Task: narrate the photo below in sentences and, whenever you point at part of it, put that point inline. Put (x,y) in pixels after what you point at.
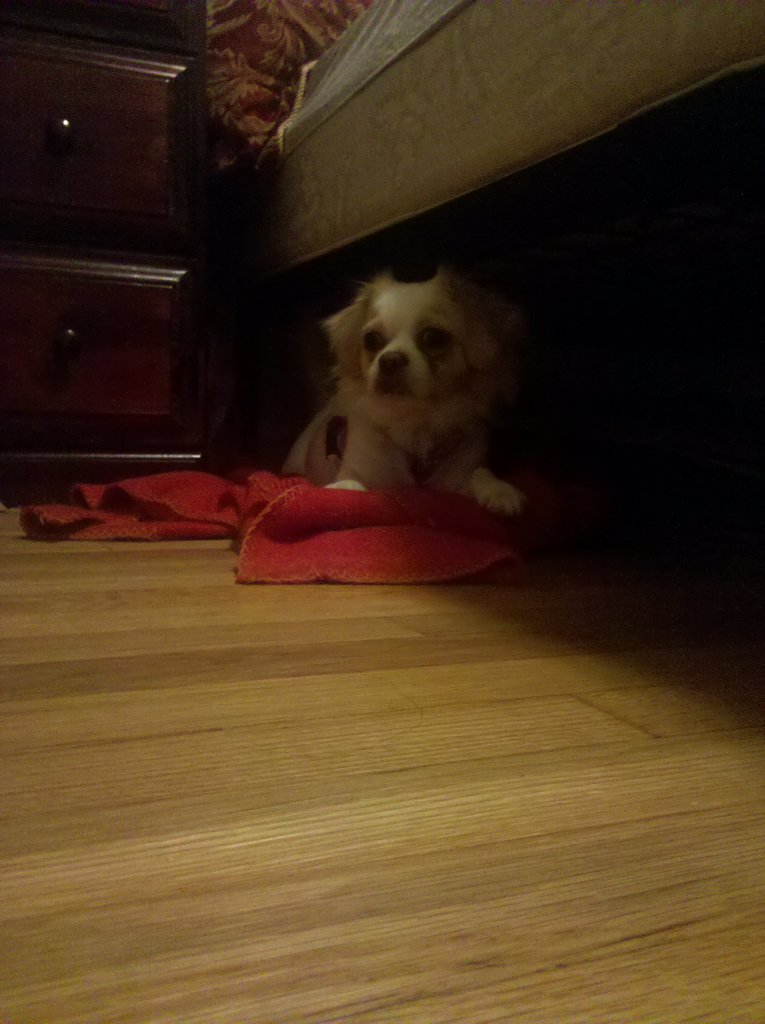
In this image there is a wooden floor (365,809) towards the bottom of the image (439,837), there is a cloth (396,547) on the wooden floor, there is a dog (443,450) on the cloth (340,527), there is a cupboard (71,98) towards the left of the image (90,261), there is an object (480,62) towards the top of the image (493,78) that looks like a bed (514,82).
